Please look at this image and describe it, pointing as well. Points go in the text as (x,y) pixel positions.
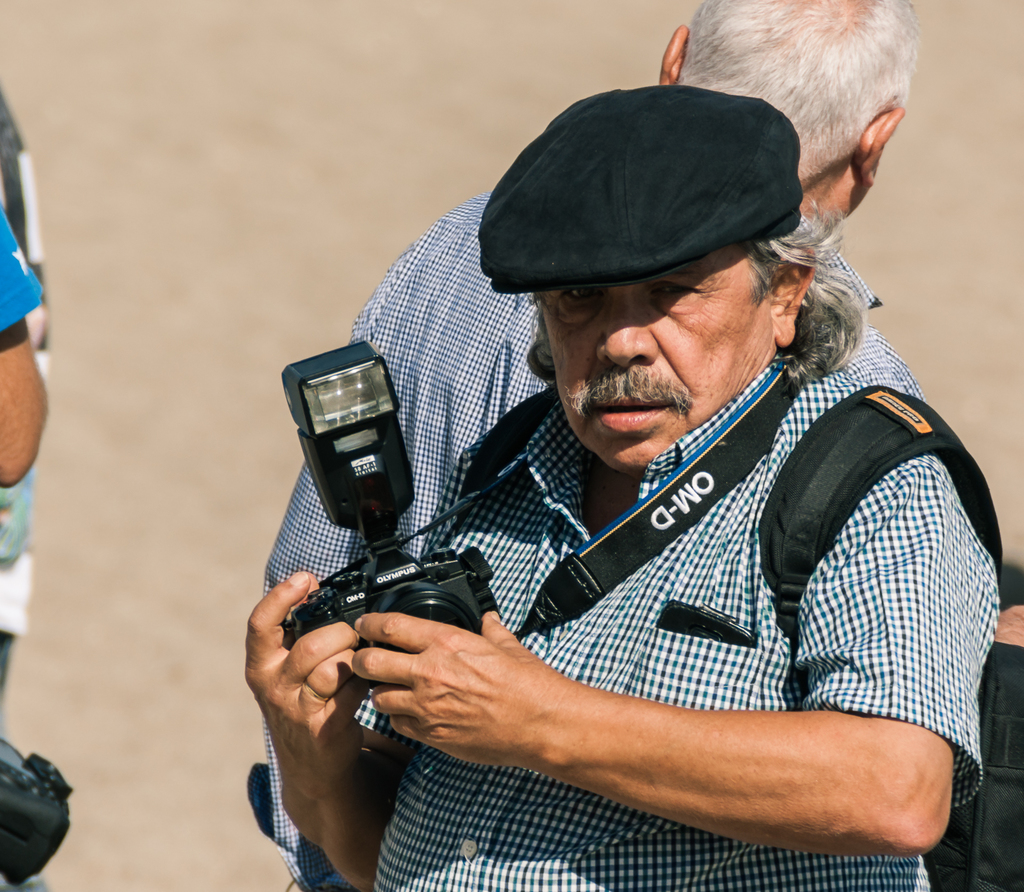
In this image there is a person (853,573) wearing a backpack (893,449) and holding a camera (394,458) in his hand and at the background of the image (354,220) there is a person (417,455) and ground (240,266).
